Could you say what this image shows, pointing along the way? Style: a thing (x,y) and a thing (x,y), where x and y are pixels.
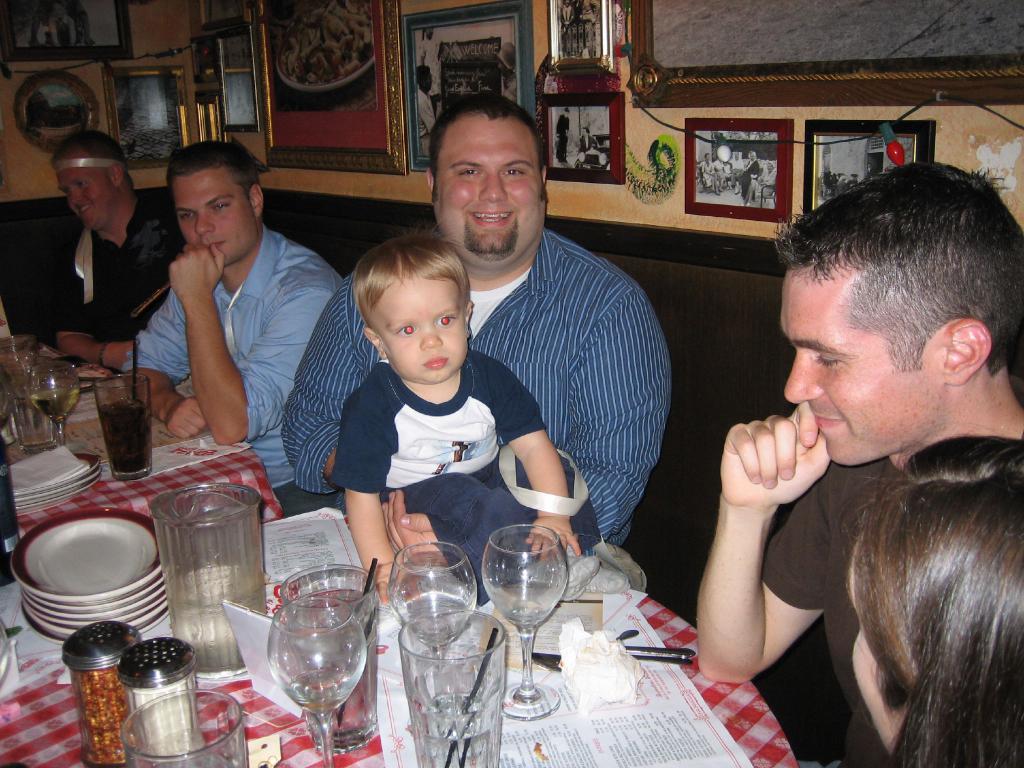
In this image we can see few people (784,333) sitting on a chair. Here we can see a baby boy (456,448) sitting on a man's lap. Here we can see the tables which are covered with a design cloth (66,718). Here we can see the plates (151,582), glasses (140,455), a bottle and tissues (13,475) are kept on the table (23,743). Here we can see the salt and pepper bottles (109,686) on the table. In the background (168,141), we can see the photo frames (693,30) on the wall (241,138).
